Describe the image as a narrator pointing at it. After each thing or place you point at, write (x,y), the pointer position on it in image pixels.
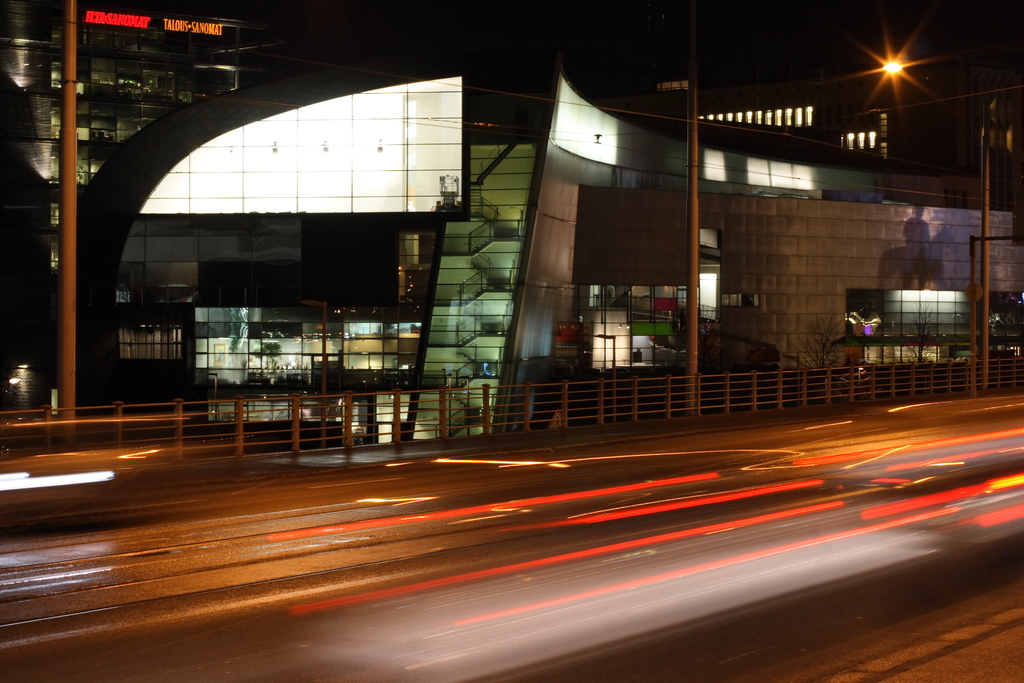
In this image we can see the road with a barricade (436,401) beside. On the backside (554,317) we can see a group of buildings (521,325) with windows (287,260) and sign board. We can also see some poles (971,351) and lights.
